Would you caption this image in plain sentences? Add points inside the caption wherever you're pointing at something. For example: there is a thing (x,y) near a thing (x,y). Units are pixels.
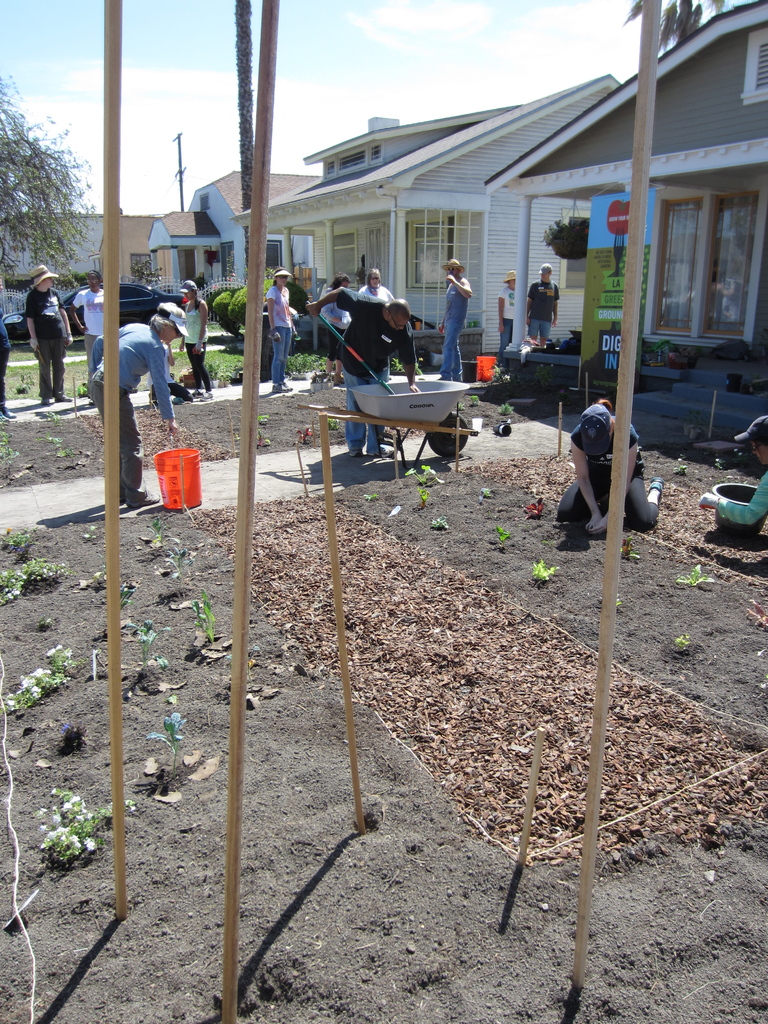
In this image we can see people (447,369) and there is a container (384,416). On the left (183,302) there is a car (20,337). We can see a bucket (172,496) and there are shrubs (172,754) and we can see trees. In the background (575,295) there are buildings (196,253), poles (179,190) and sky (273,133).
